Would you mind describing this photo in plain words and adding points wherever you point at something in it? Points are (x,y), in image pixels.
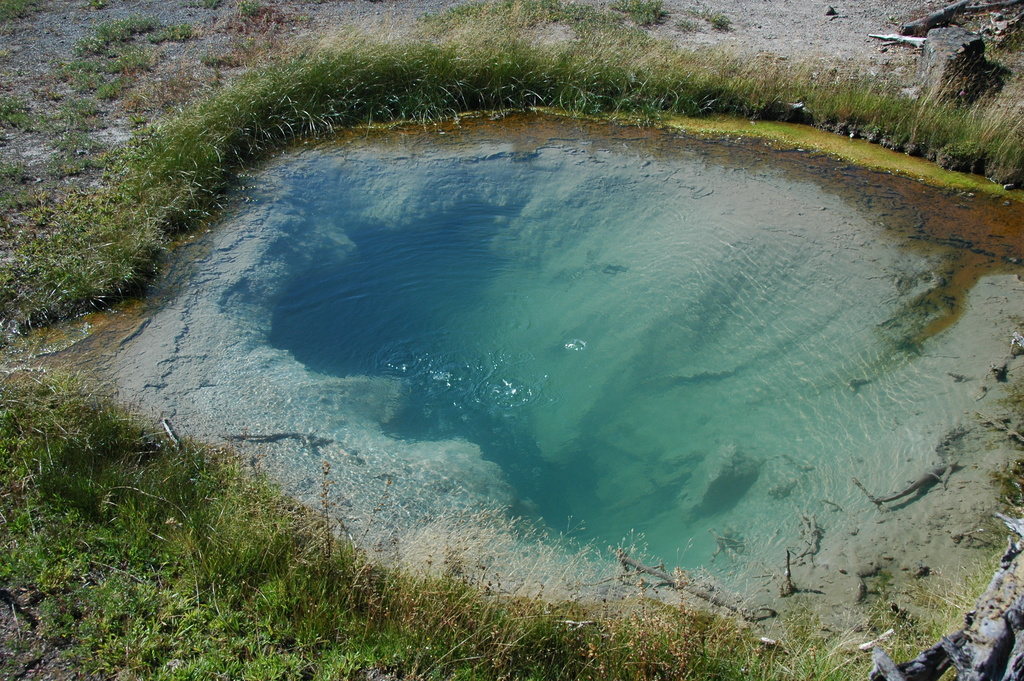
In this image we can see the water (436,318). Around the water (567,227) we can see a group of plants (967,103). In the top right (964,55), we can see a rock (961,59).
